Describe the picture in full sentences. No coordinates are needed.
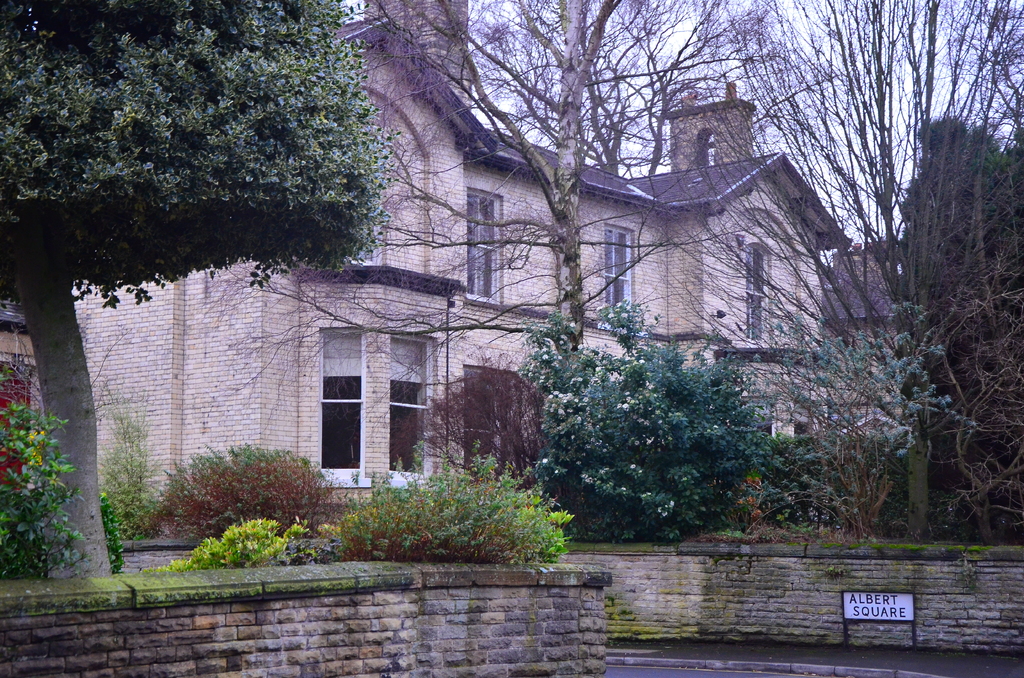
In this picture we can see a board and in the background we can see a building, trees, plants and the sky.
